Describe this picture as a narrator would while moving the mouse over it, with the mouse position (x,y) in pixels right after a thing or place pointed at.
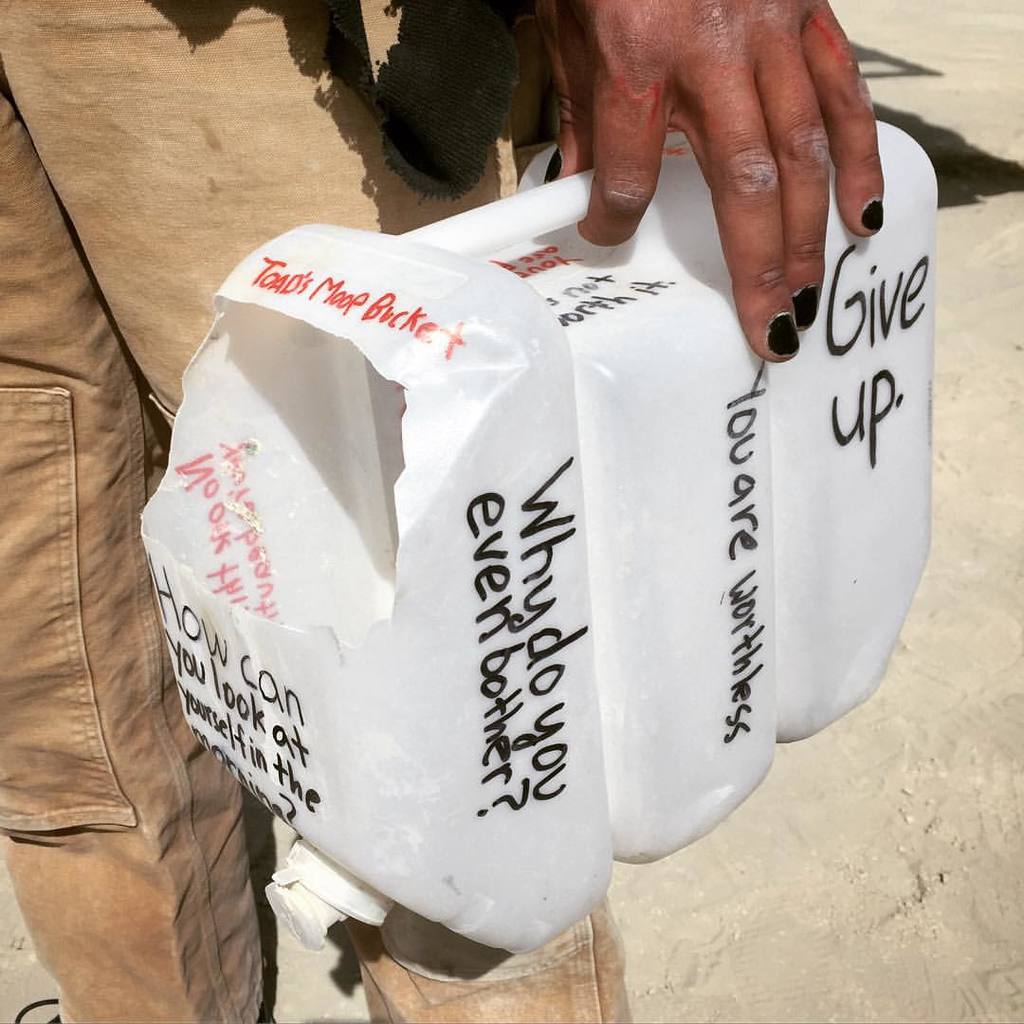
In this image we can see a person (176,91) standing and holding a plastic container (565,417) and there is text (529,598) written on the container (543,479).
